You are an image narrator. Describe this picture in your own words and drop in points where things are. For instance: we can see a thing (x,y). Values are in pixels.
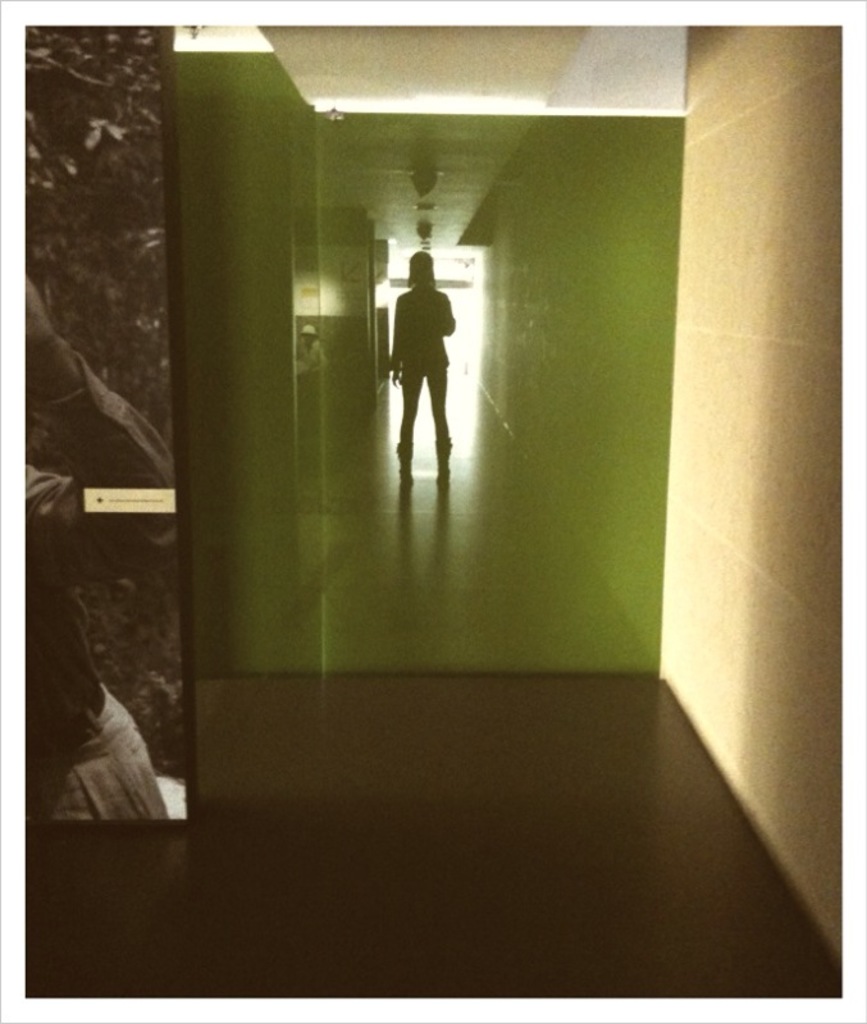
This picture is clicked inside. On the left (75,145) we can see the picture (109,420) of a person (127,464). In the center (448,364) there is a person (436,354) seems to be standing on the ground (453,726). On the right (782,480) there is a wall (767,362). At the top (487,66) we can see the roof (380,66).
